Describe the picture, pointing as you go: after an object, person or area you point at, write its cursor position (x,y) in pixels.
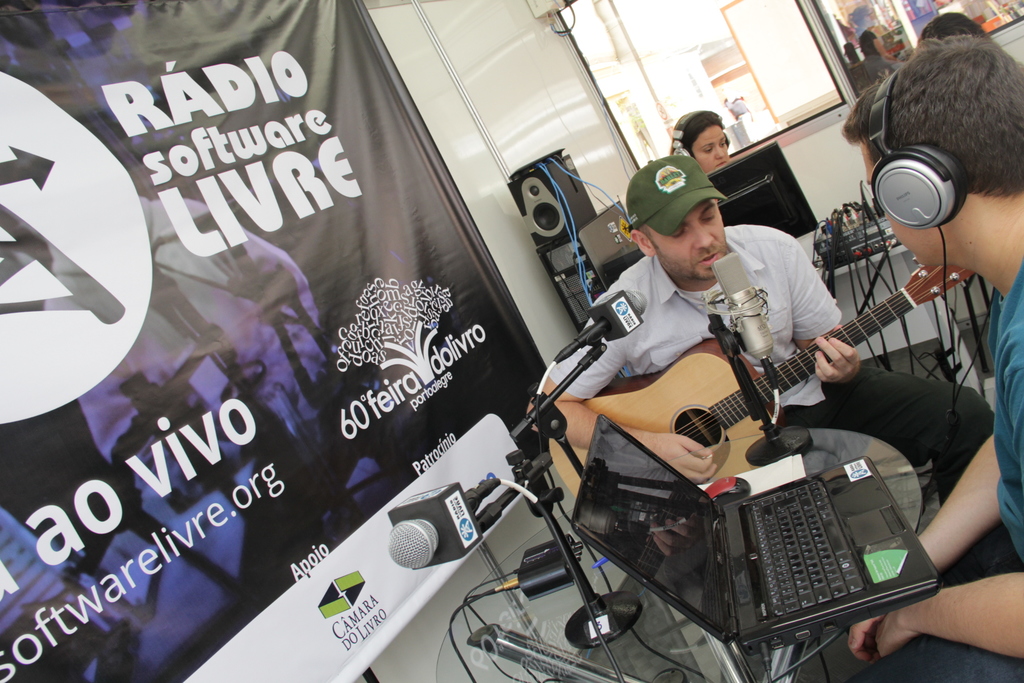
Here we can see a man (820,334) who is playing guitar (842,334). This is laptop (752,540). Here we can see some musical instruments (847,254). There is a banner (206,315) and this is wall (458,105). And there is a window (726,76).
